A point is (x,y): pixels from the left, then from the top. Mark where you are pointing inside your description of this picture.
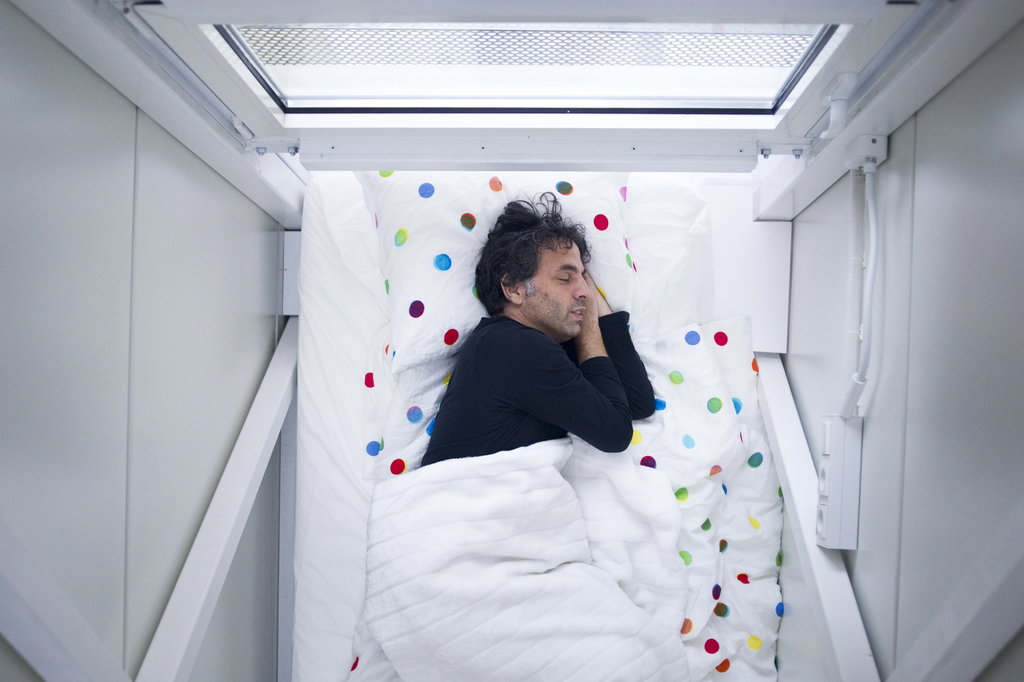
In this picture we can see a man (510,325) sleeping on a bed (631,320) with a bed sheet (633,479) on his, pillow (403,278) and in the background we can see a window (447,25).
